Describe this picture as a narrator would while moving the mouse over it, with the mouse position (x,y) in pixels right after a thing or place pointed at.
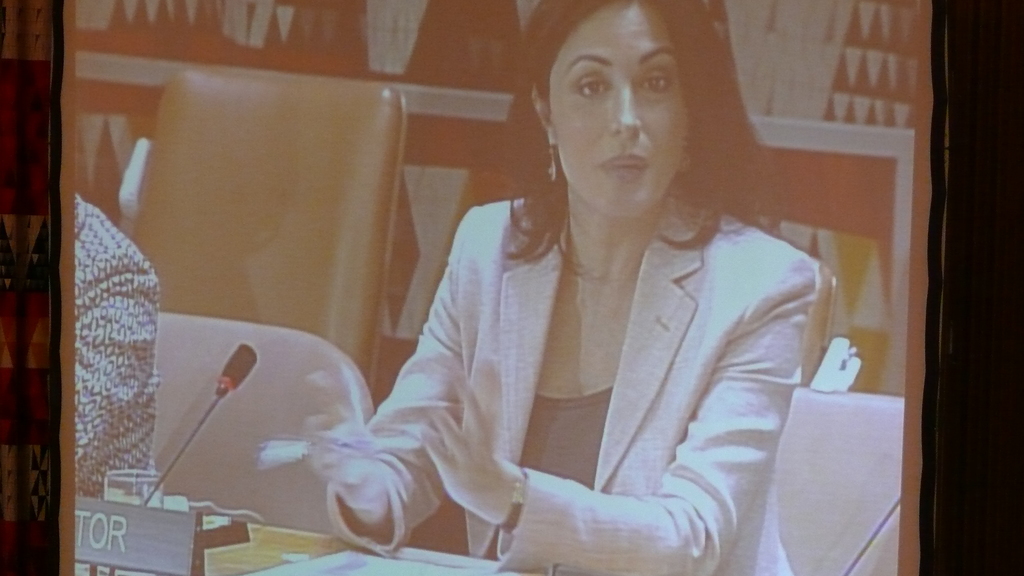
In this image there is a screen (271,258) in the middle (473,329). In the screen (302,311) we can see that there is a woman (667,431) sitting in the chair (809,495). In front of her there is a table (284,529) on which there are papers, glasses (134,484) and a mic (159,488). Beside the woman (504,378) there is another person (120,301) sitting in the chair (198,340).
